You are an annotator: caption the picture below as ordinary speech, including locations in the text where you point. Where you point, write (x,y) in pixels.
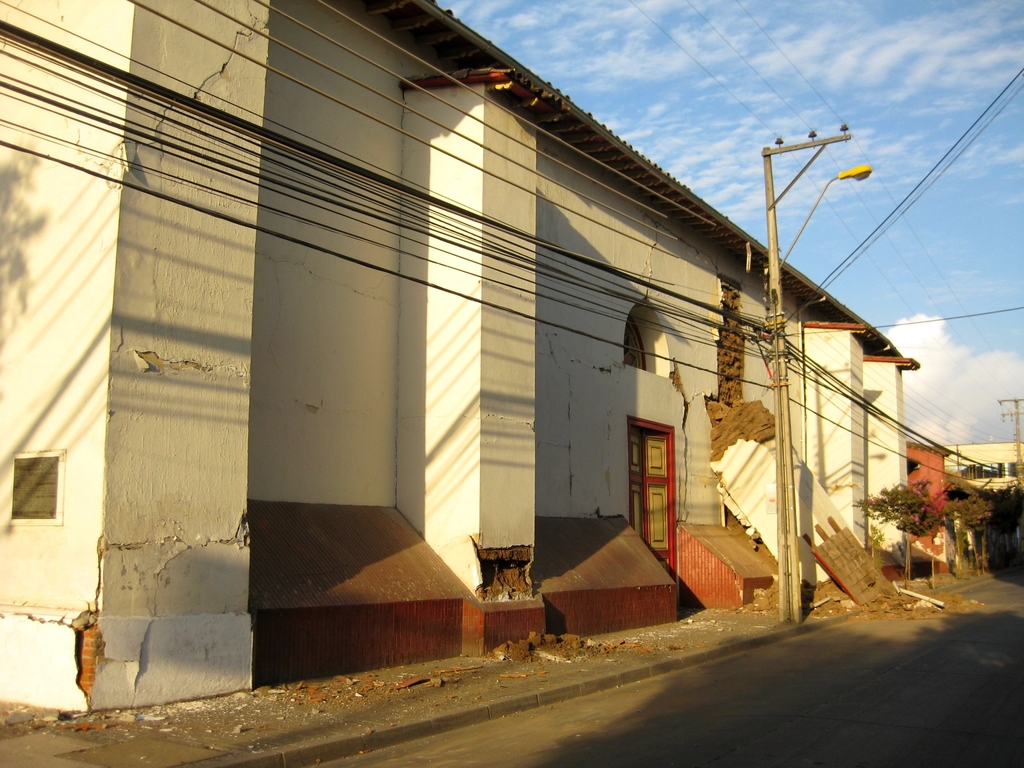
In this image there is a building (449,404), in front of the building (646,424) there is a utility pole (786,480) with electrical cables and a lamp (867,174) on it, in front of the utility pole (785,438) there is road surface (757,699).
